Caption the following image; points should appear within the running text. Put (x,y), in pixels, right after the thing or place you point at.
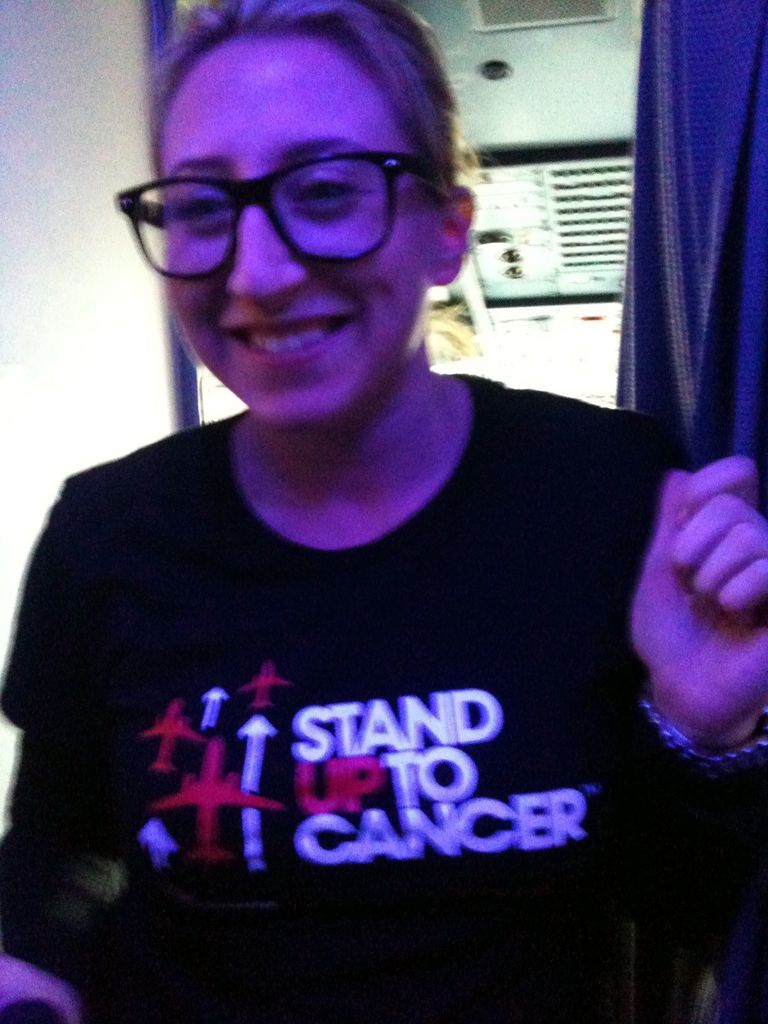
In this image we can see a person (321,408) wearing spectacles (324,201), there is a curtain (705,246) and an object (576,250) in the background (509,196).
